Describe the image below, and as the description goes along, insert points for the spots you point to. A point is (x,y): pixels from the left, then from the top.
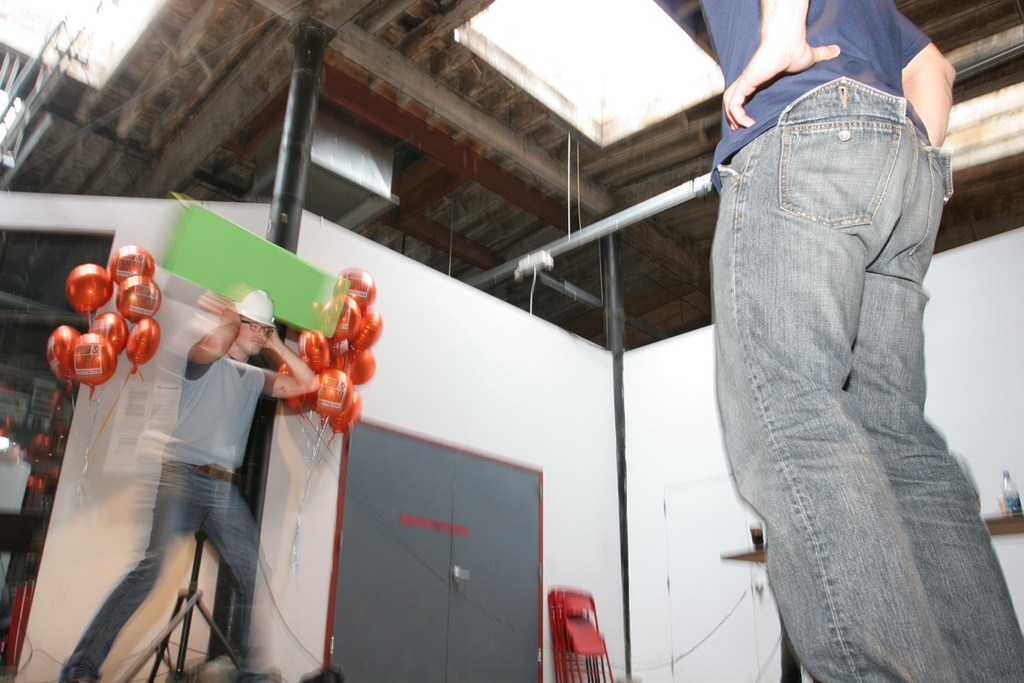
In this image on the right side (760,331) there is one person (776,339) standing, and on the left side (215,391) there is another person (200,406) and some balloons (305,341). And in the center (360,439) there is a door (541,606) and some chairs (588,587) and poles (615,432), at the top (245,124) there is ceiling (281,101) and on the left side (43,461) there are some objects (22,469) and on the right side (1007,492) also there are some objects (1011,524).
